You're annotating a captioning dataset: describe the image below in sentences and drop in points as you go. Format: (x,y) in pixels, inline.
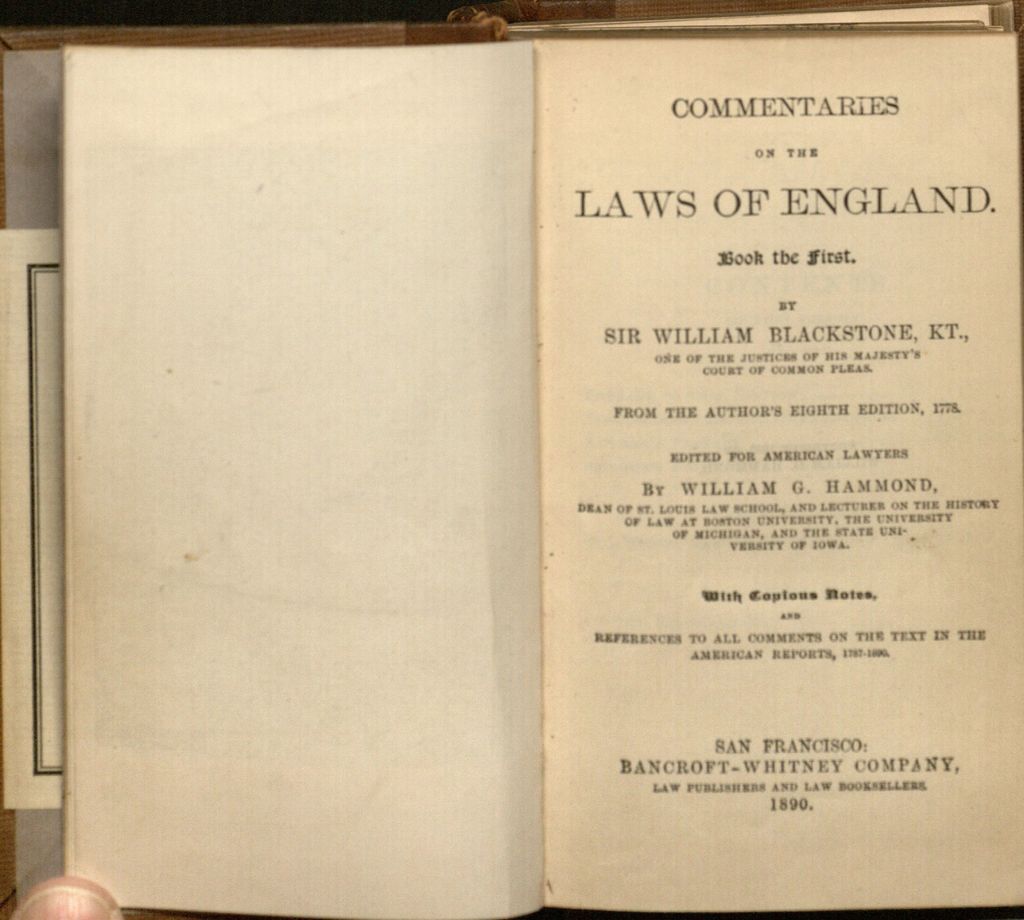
In the foreground of this picture (718,491), there is a book (685,372) opened where we can see text (819,337) printed on one side of the book (775,687). On the bottom (38,885), there is a thumb (45,907) of a person (38,902).
